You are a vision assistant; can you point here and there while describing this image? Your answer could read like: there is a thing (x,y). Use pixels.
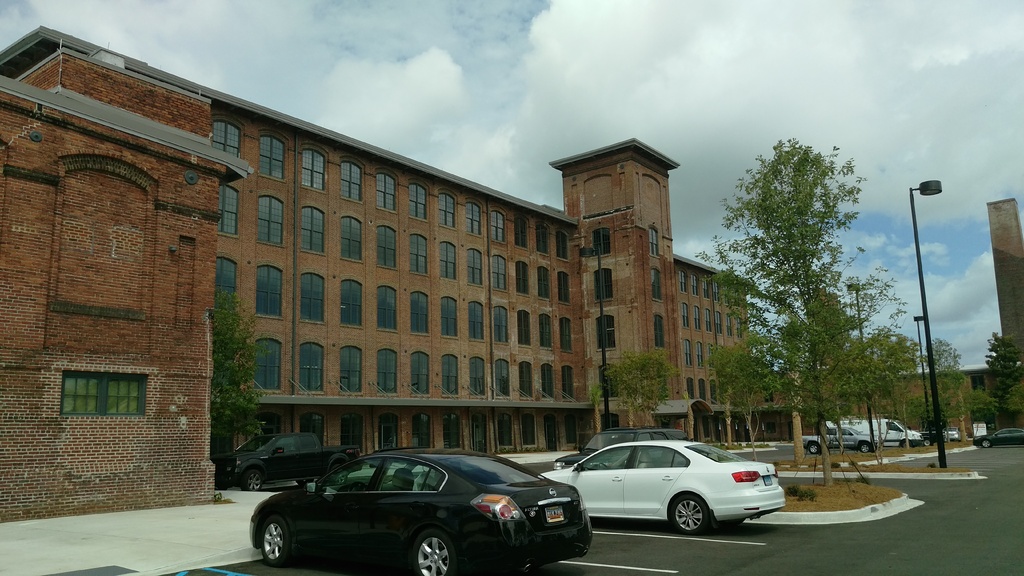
There is a big building (331,314) with a lot of windows (565,292) and in front of the building (491,278) different types of cars (686,440) were parked beside the footpath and in between the cars (667,433) there are some trees (859,410).
